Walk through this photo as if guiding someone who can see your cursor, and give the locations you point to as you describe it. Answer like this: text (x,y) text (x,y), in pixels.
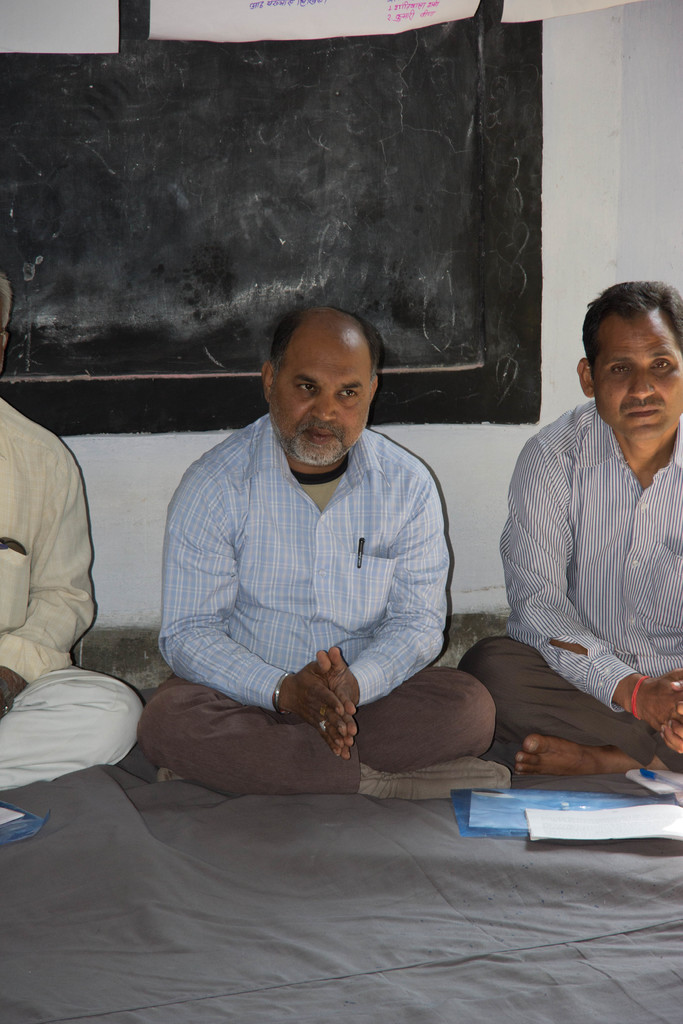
In this picture, we see three men (319,683) are sitting on the floor (665,844). In front of them, we see a blue color file (517,820), papers (604,834) and a pen (641,784). At the bottom of the picture (519,900), we see a grey color sheet (412,938). Behind them, we see a white wall (121,486) on which a blackboard (282,261) is placed. At the top of the picture (183,14), we see a banner (264,28) or a sheet (191,35) in white color with some text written on it.
